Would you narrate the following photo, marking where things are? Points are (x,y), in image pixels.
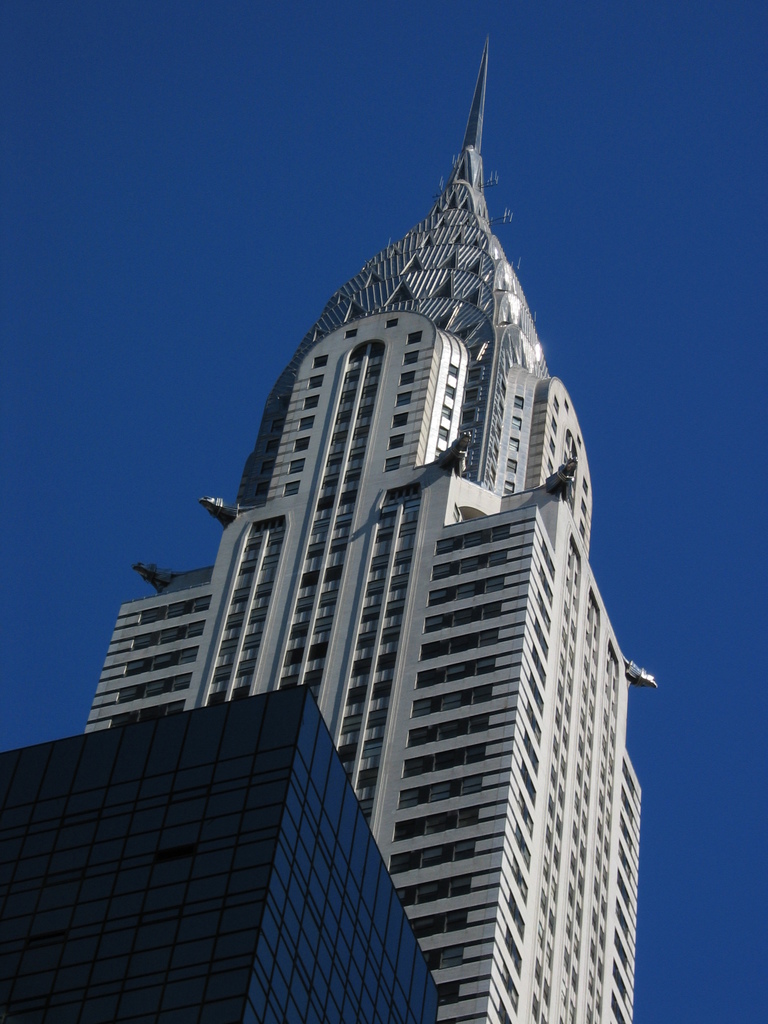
In this image we can see building (497,439) included with windows (432,658) and in the background (426,154), we can see the sky (409,145).
